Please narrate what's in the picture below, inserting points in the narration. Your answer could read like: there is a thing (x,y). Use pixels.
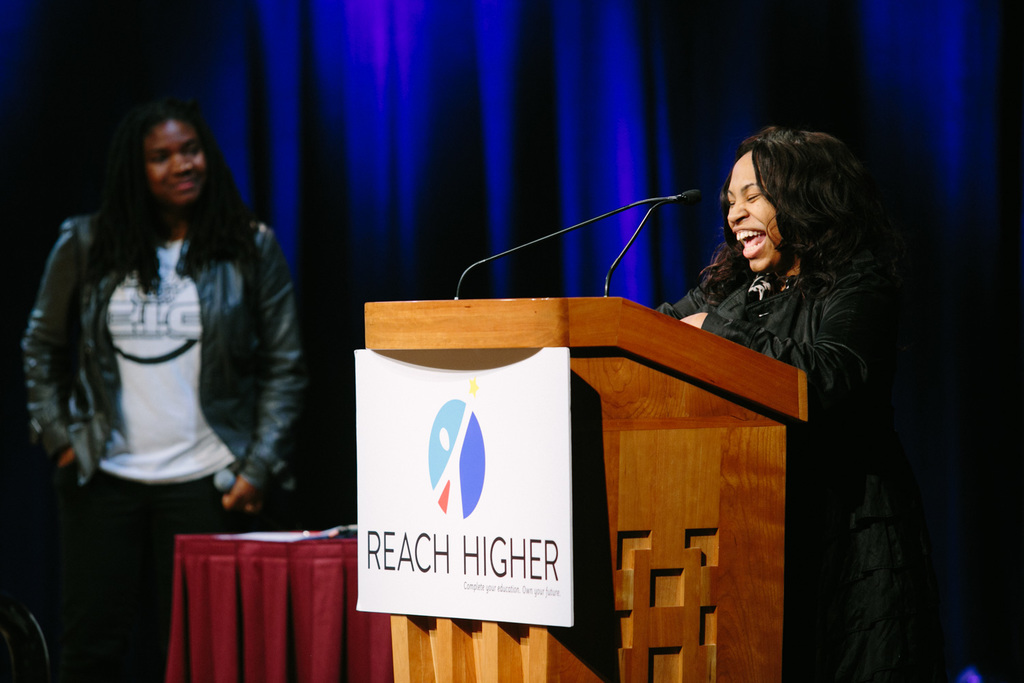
On the right side of the image (826,380) we can see a lady (784,322) standing, before her there is a podium (619,332) and we can see mics (644,213) placed on the podium (397,310). At the bottom (176,577) there is a table (252,588). On the left (116,491) there is a lady (122,183) standing and holding a mic (228,486). In the background (476,139) there is a curtain (519,122).
